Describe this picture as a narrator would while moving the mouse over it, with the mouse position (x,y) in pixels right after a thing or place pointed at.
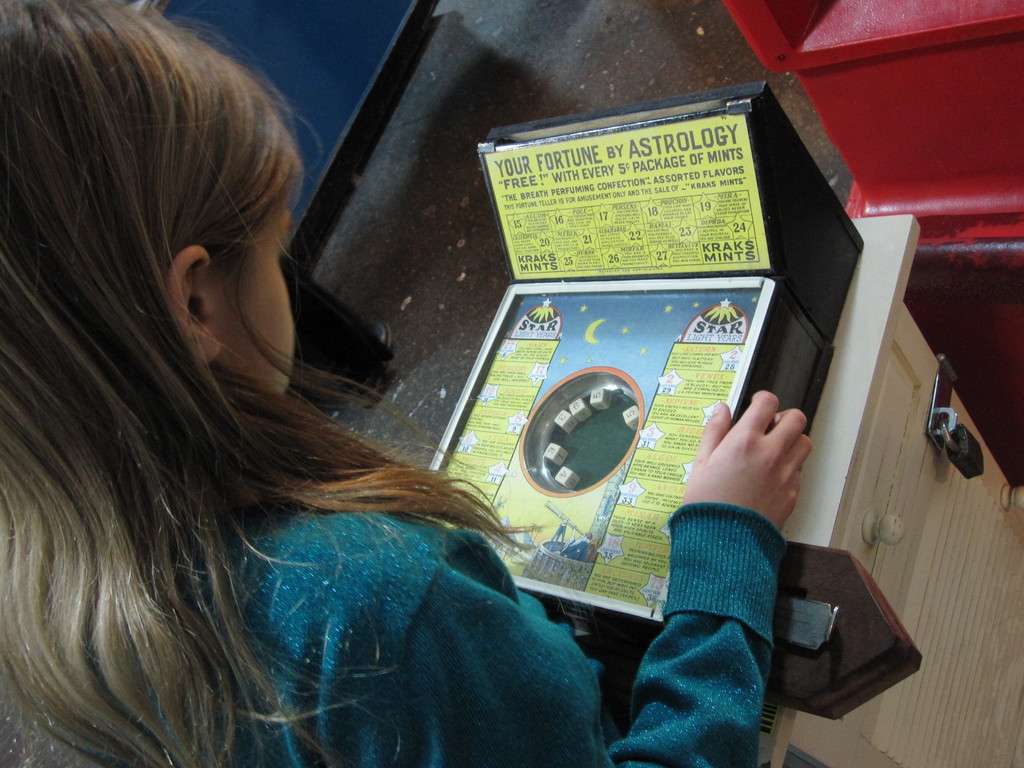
In this image, we can see a person (789,483) wearing clothes (454,586) and looking at the game box (582,350).
